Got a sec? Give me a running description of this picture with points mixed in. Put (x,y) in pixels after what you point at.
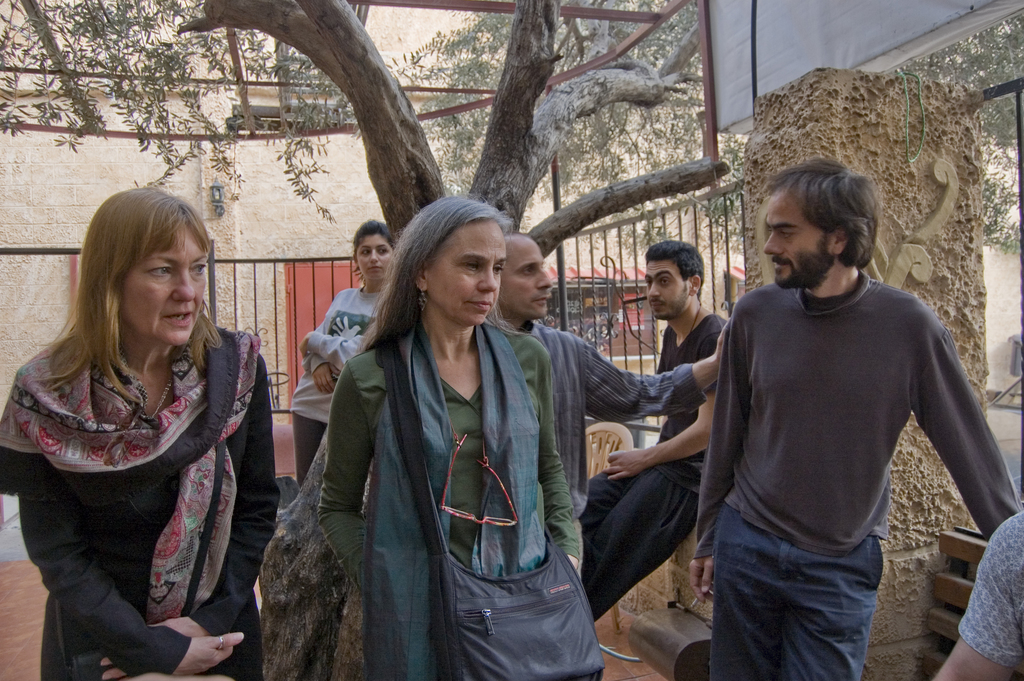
In this image I can see a group of people (529,263) are standing on the floor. In the background (684,551) I can see a fence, pillar (939,231), board (746,124), trees (399,135), building wall (350,172) and metal rods (235,135). This image is taken may be during a day.
